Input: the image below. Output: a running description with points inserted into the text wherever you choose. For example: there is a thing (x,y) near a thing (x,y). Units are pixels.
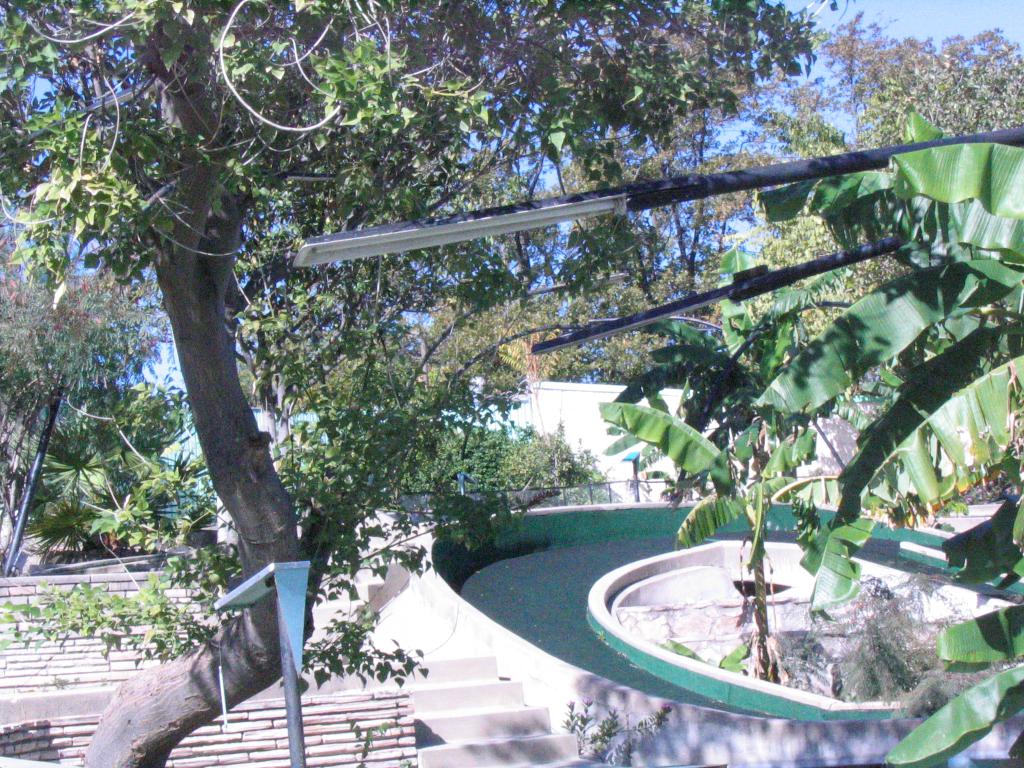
In this picture we can see steps (417,700), wall (367,695), trees (204,630), fence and in the background (943,22) we can see sky (911,22).
